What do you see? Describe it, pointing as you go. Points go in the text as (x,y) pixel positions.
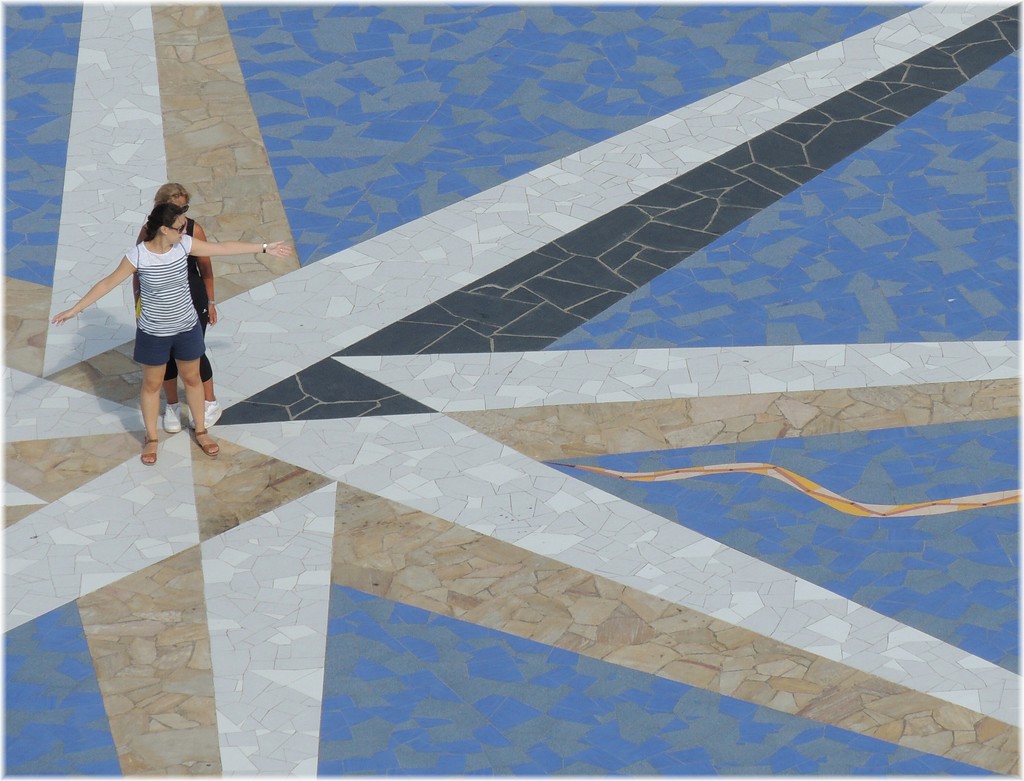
In this image on the left side (169,237) there are two persons (186,299) standing, and at the bottom (146,690) there is floor (532,522).
